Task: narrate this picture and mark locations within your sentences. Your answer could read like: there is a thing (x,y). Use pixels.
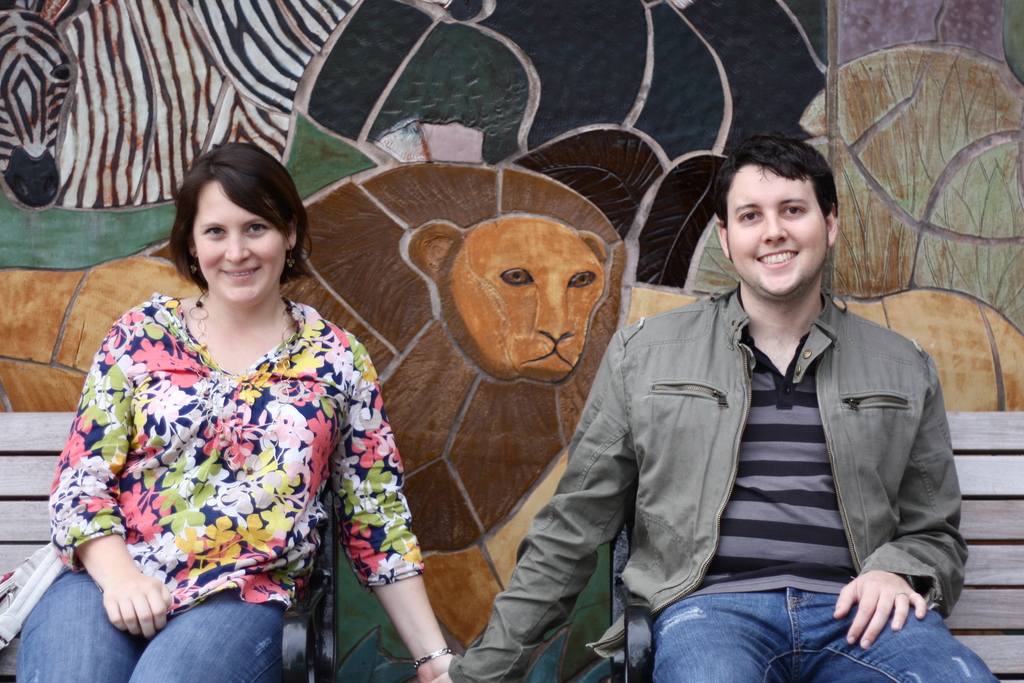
This picture is clicked outside. In the foreground (618,381) we can see a man (606,359) wearing blazer (636,346), smiling and sitting on the bench (995,654) and we can see a woman (228,306) wearing a floral t-shirt (136,334), smiling and sitting on the bench (14,467). In the background (365,175) we can see the painting (377,137) of some animals (348,211) on the wall (647,184).
